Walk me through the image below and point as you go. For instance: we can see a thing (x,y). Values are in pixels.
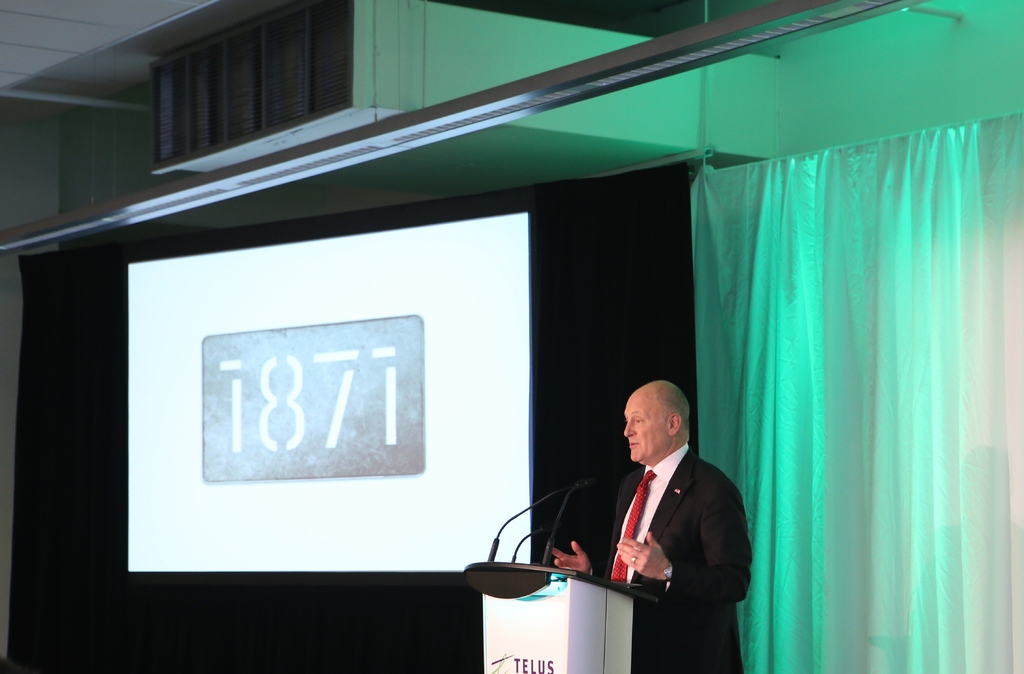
On the right (690,469) a man (674,523) is standing at the podium (558,582) and on the podium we can see microphones (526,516). In the background (426,410) we can see screen (481,403), curtain (1000,464), wall (438,68) and other objects (320,28).
